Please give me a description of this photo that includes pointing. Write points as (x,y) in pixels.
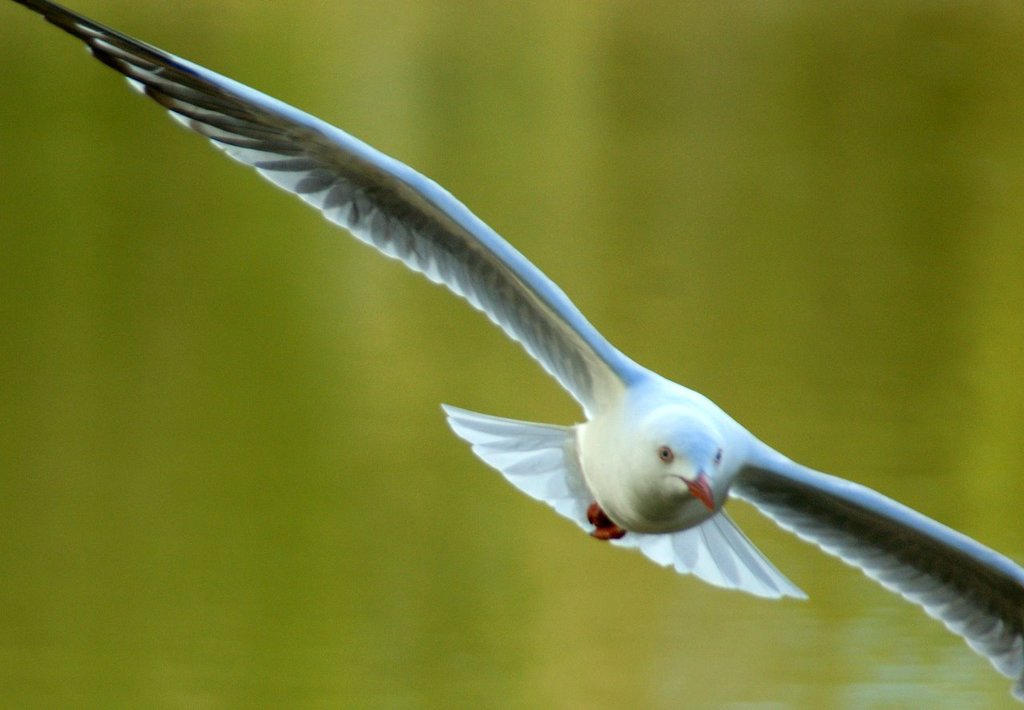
In this picture I can see there is a bird (34,4), it is having white and black feathers (319,203) it is flying and there is a green color backdrop (203,425).
